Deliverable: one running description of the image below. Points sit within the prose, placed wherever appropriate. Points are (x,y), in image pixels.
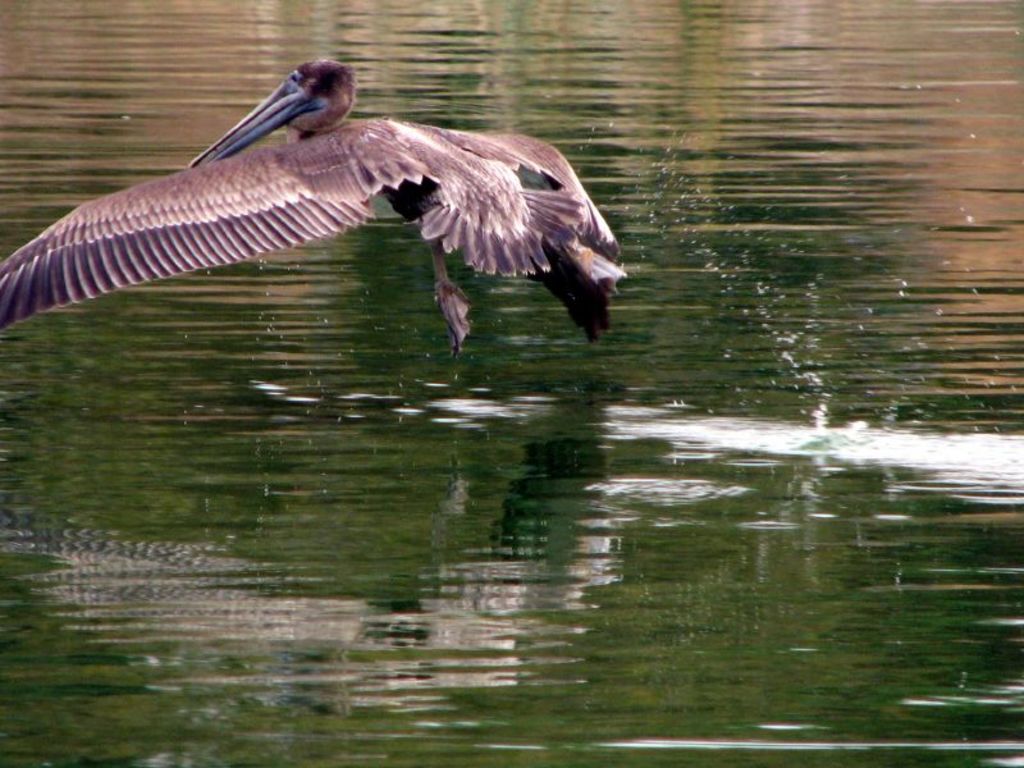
In this image we can see a bird (557,159) flying and we can see the water (385,100).
